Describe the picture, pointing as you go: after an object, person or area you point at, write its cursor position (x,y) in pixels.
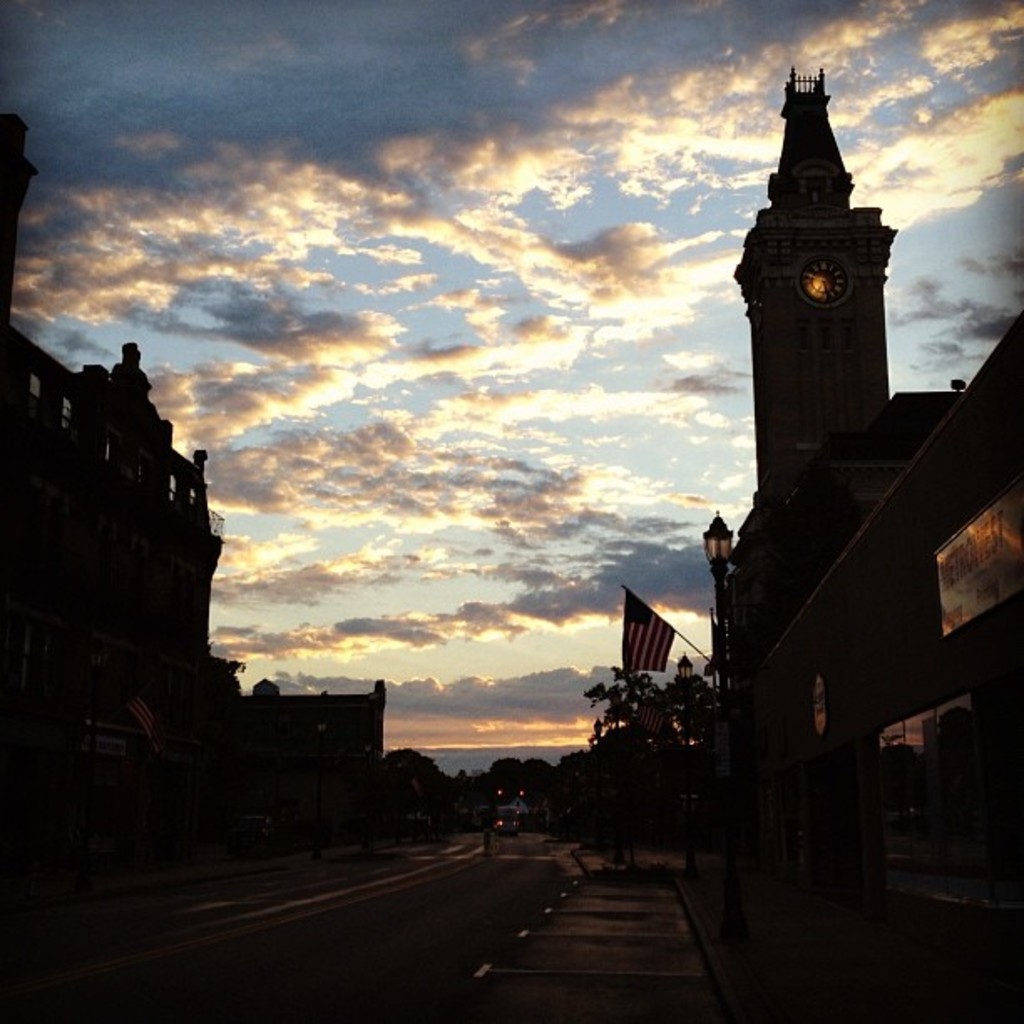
To the bottom of the image (374,996) there is a road (439,936). And to the right side (834,930) corner there is a footpath (715,861) with poles (738,889) and also there is a store (950,757) with window (900,754) and name board (979,522). And also there is a tower (816,300) with clock (837,285). And to the left side of the image (96,554) there are buildings (104,805) and poles (98,661). In the background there are trees (396,767). And to the top of the image (531,118) there is a sky (408,238) with clouds (386,439).
